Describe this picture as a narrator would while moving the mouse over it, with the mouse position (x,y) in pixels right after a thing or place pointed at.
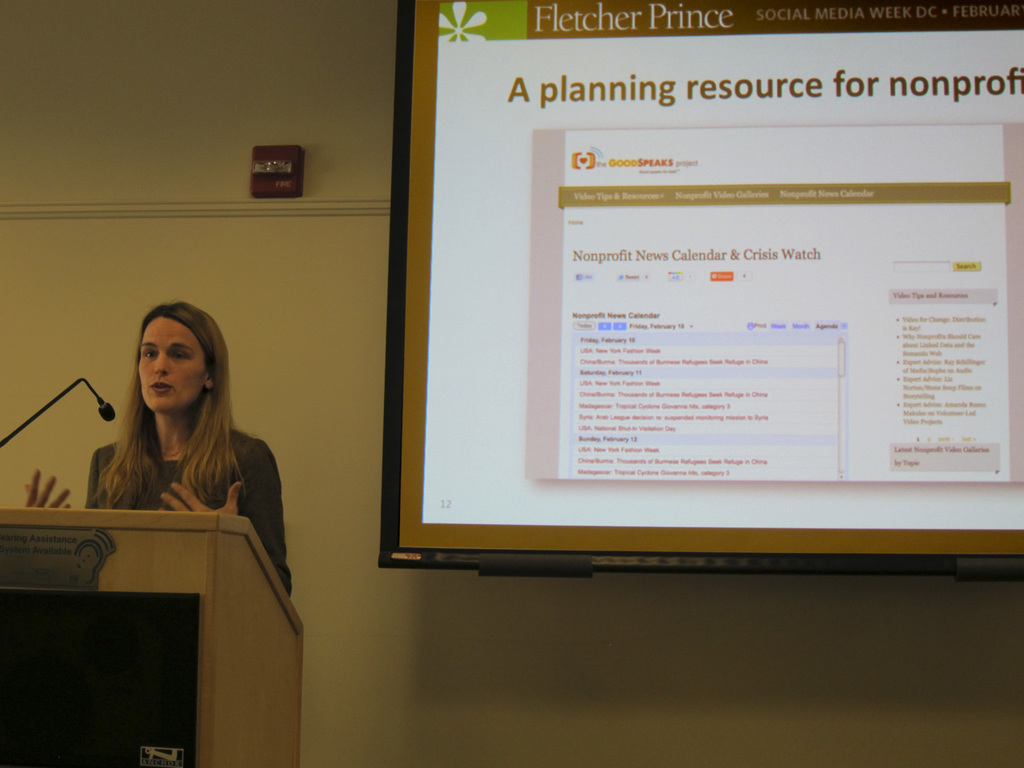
In this image on the left side (187,374) there is one woman (200,460) who is talking, in front of her there is podium (56,513) and mike (53,403) and on the right side (815,445) there is a screen (438,288) on the wall (867,648).
